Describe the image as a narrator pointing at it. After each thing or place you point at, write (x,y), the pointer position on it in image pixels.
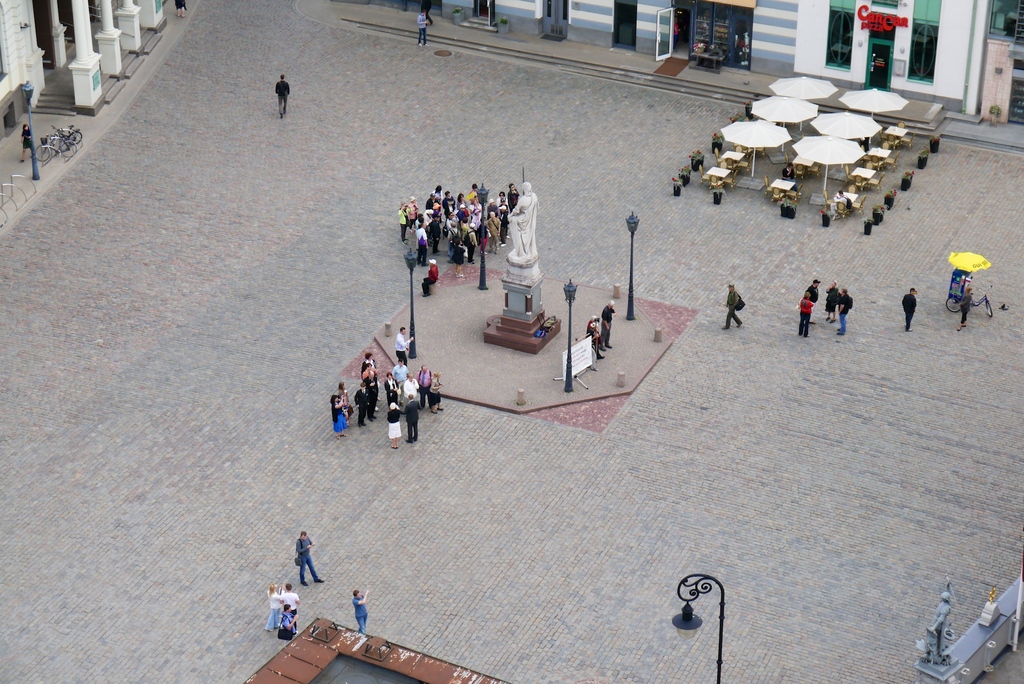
In the middle of the image (536,248) we can see a statue (533,207). Surrounding the statue (531,193) few people (517,195) are standing, walking and we can see some poles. At the top of the image (914,78) we can see some buildings (869,73). In the top right corner of the image (719,161) we can see some umbrellas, tables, benches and plants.
